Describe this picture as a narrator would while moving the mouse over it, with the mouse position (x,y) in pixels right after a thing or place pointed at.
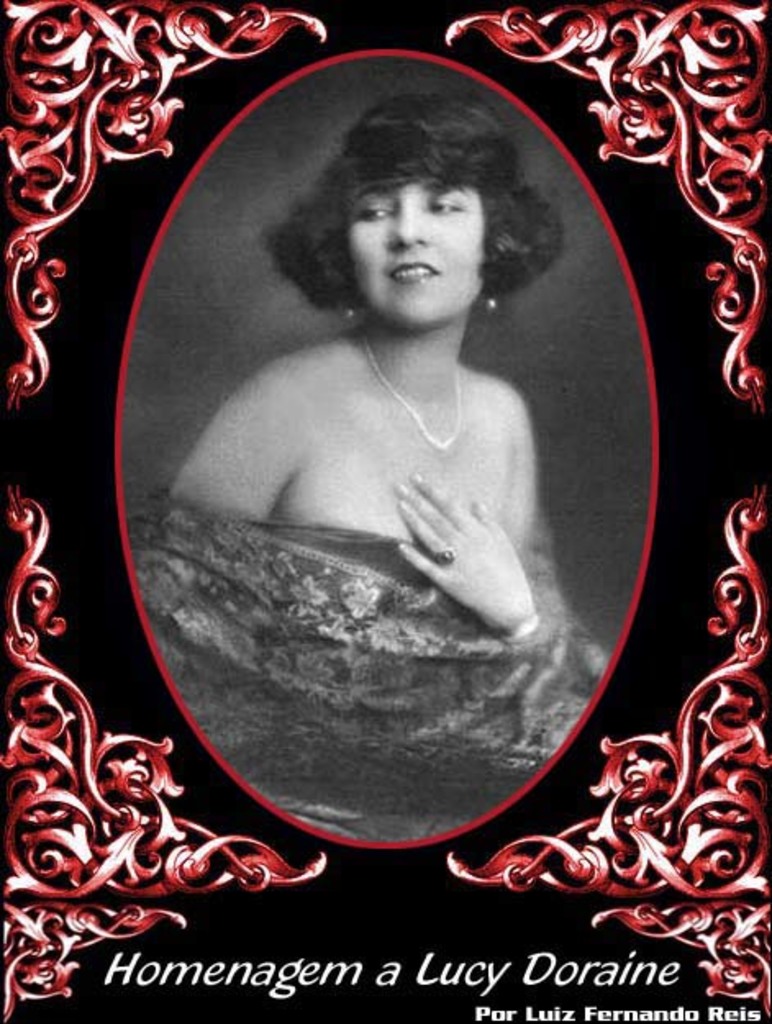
In this image I can see the edited picture in which I can see a woman (346,361). I can see something is written at the bottom of the image (385,963).
